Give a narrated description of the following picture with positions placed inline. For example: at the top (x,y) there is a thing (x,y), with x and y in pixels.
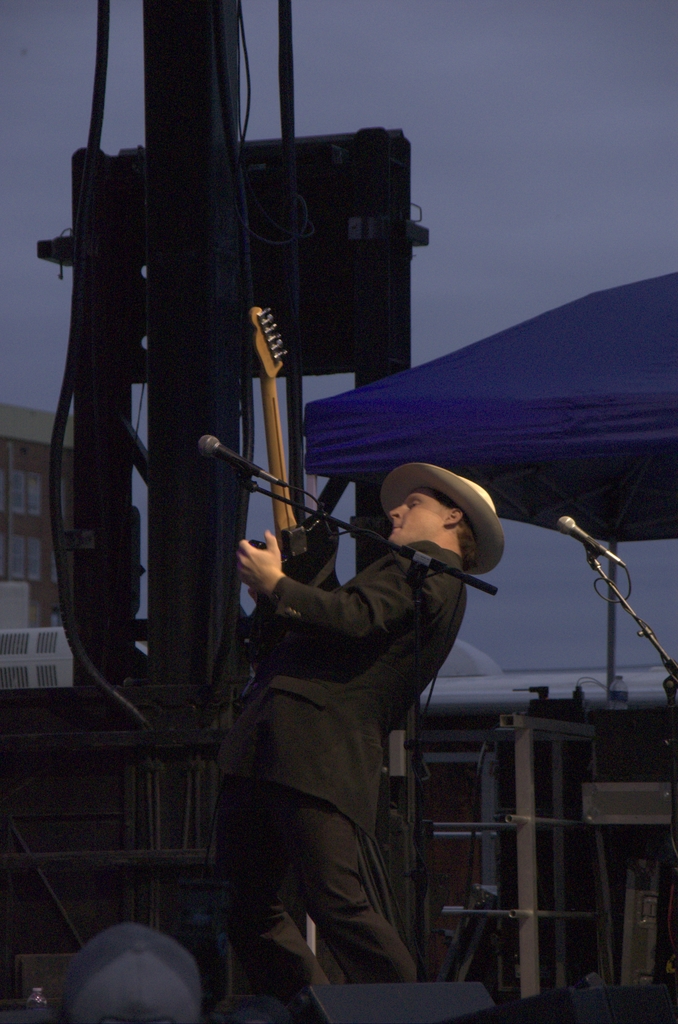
In this image we can see a man (311,784) is standing and playing guitar (300,575). He is wearing a suit (375,671) and a hat (481,513). In front of him, we can see a mic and stand (417,944). At the bottom of the image (411,998), we can see some objects (193,1014). In the background (82,882), we can see buildings (20,578), umbrella (503,449), pole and metal objects (203,523). At the top of the image (435,65), we can see the sky (458,90). There is one more mic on the right side of the image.
